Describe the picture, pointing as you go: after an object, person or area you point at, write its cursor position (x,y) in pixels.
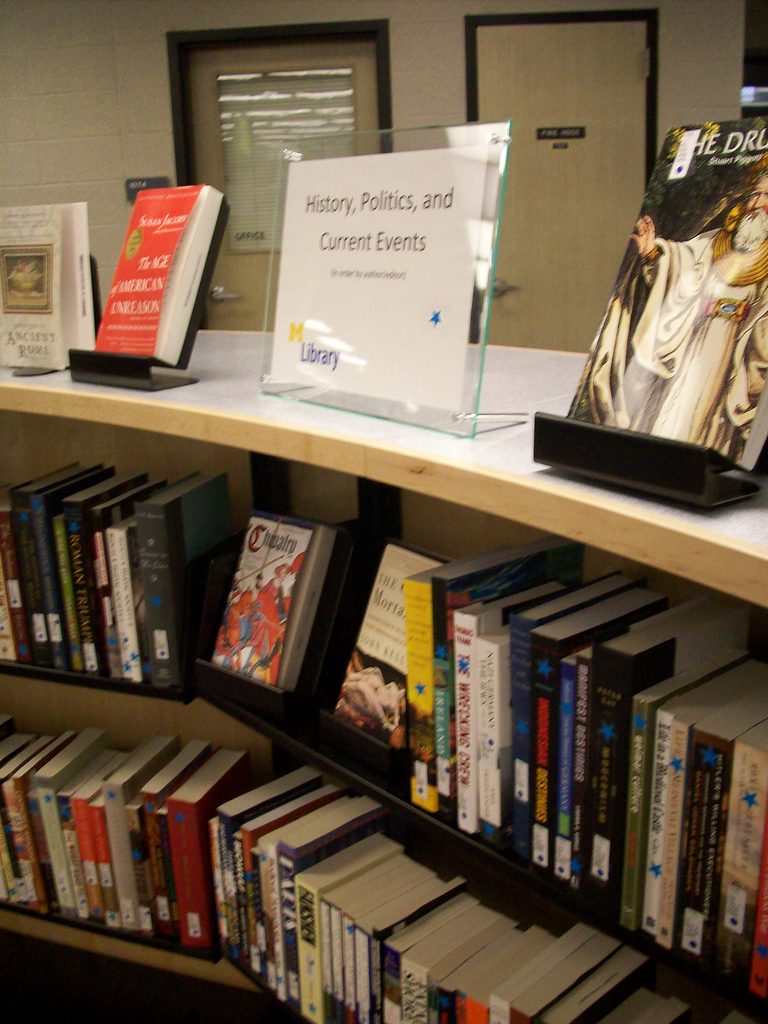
In this image we can see many books (385,639) and name board (338,389) are placed in the cupboard (592,532). In the background (607,98) there are doors (363,108) and wall (135,83).
